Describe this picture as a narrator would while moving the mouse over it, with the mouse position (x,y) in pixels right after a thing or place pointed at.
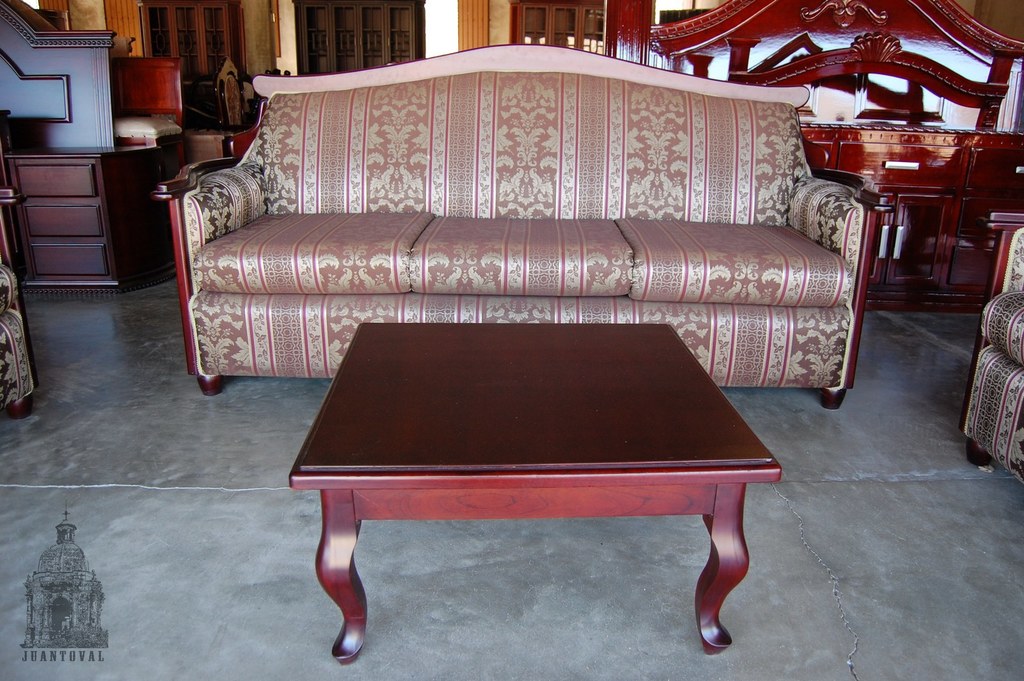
There is a sofa (534,186) which is light pink in color and there is a table (514,383) in front of it and in background (776,64) there are many furnitures (218,31).
